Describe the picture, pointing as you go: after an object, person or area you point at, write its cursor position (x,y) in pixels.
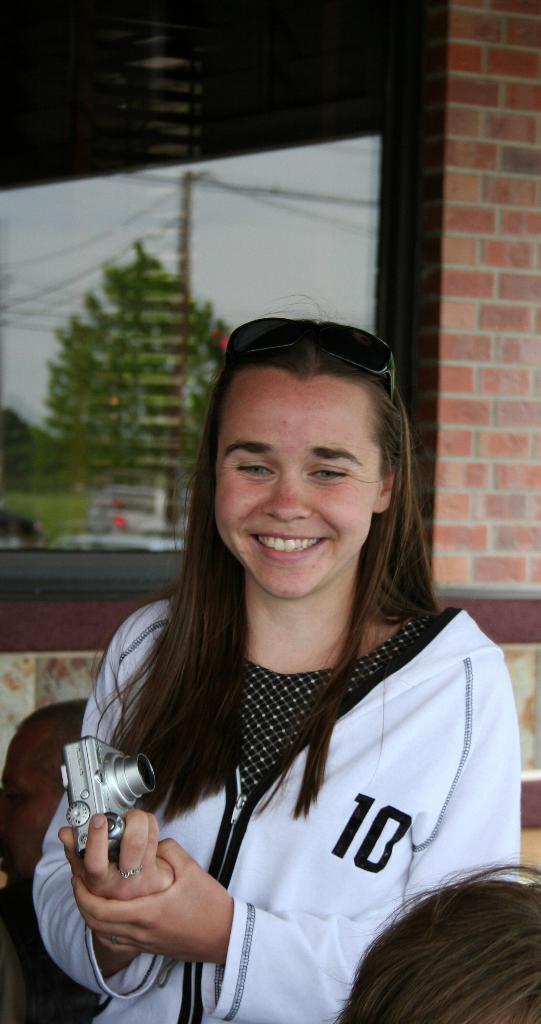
In this image we can see a woman (422,720). She is wearing a white color jacket (383,754) and she is holding the camera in her hand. Here we can see the pretty smile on her face (346,487) and here we can see the goggles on her head (396,426). In the background (386,314), we can see the glass window (225,64) and the brick wall (449,140). Here we can see the reflection (312,235) of the electric poles (181,308), trees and cars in the glass window (219,251).
